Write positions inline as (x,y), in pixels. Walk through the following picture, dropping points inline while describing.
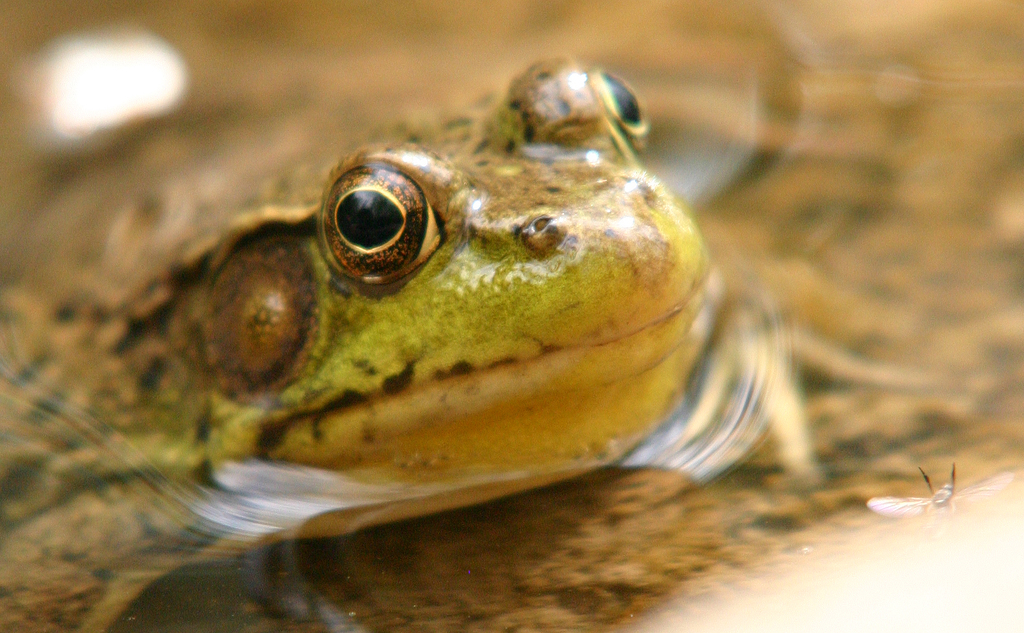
This is a zoomed in picture. On the right corner (968,486) we can see an insect (924,505). On the left (331,147) there is a frog (319,401) seems to be standing in the water (739,372). The background of the image (958,83) is blur.
